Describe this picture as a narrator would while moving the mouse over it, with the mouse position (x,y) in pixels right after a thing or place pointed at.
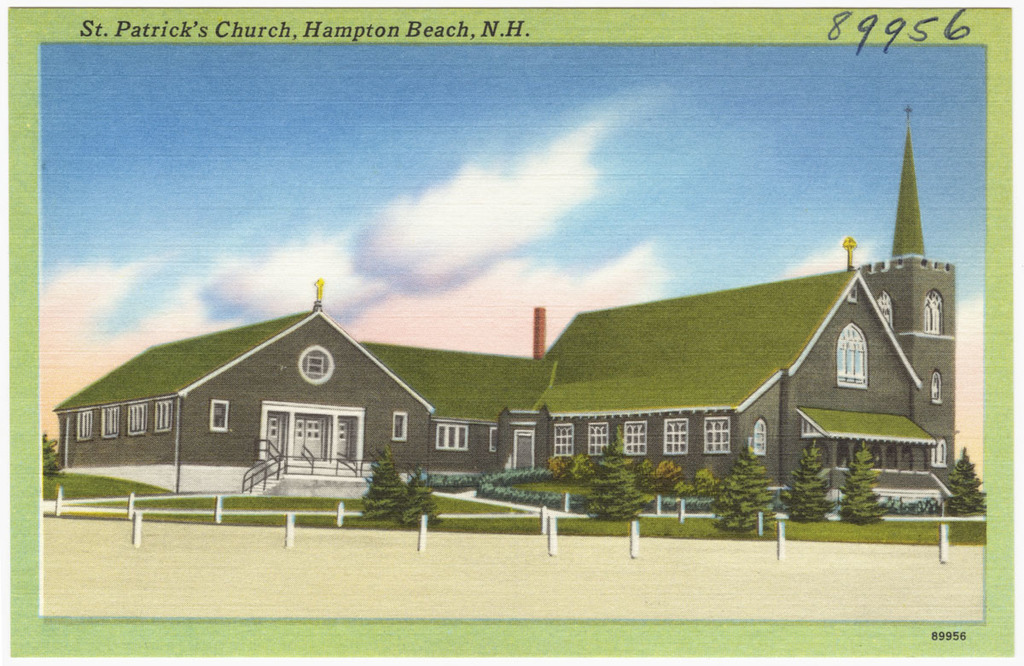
In this image there are buildings (540,441), trees (394,505), plants (379,488), poles (659,507), railings (361,473). At the bottom of the image (530,526) there is grass (824,529) on the surface (837,542). At the top of the image (490,147) there is sky (442,162). There is some text (294,37) and numbers (948,18) on the image.
